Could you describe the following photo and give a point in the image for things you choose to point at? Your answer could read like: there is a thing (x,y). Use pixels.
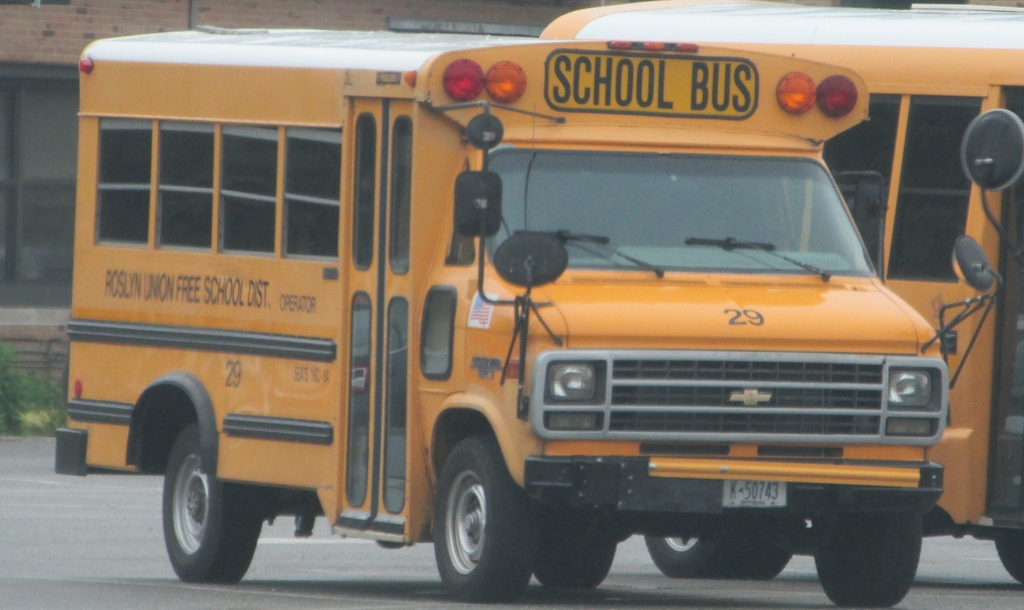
In the image in the center (436,239) we can see two buses (779,207), which is in yellow color. And we can see on bus (565,166), it is written as "School Bus". In the background (33,46) we can see building (173,9), wall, glass (32,209), planter (34,399), road (59,477) etc.
